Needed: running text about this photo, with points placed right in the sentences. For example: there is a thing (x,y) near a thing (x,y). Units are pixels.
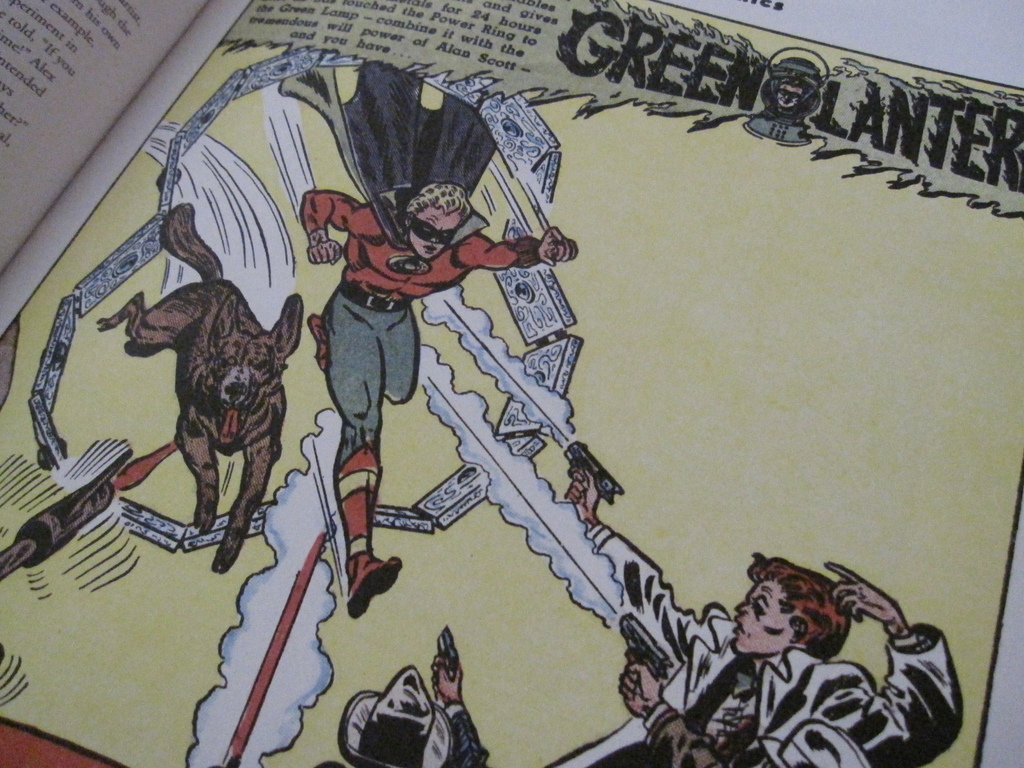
In this image we can see a book (424,157) with some text (270,13) and cartoons (844,609).
